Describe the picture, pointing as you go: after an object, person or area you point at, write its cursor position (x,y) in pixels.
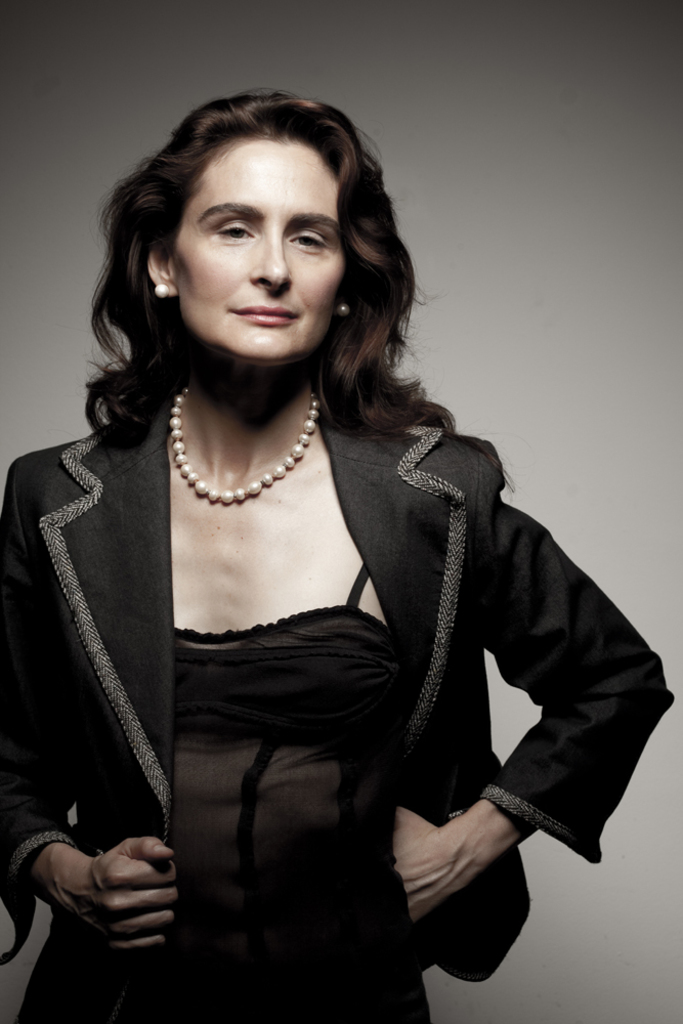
In this picture I can see there is a woman (520,892) standing here, she is wearing a black coat (99,824) and a black dress (260,920). She is wearing a white pearl chain (184,460) and studs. There is a gray backdrop (631,926).
